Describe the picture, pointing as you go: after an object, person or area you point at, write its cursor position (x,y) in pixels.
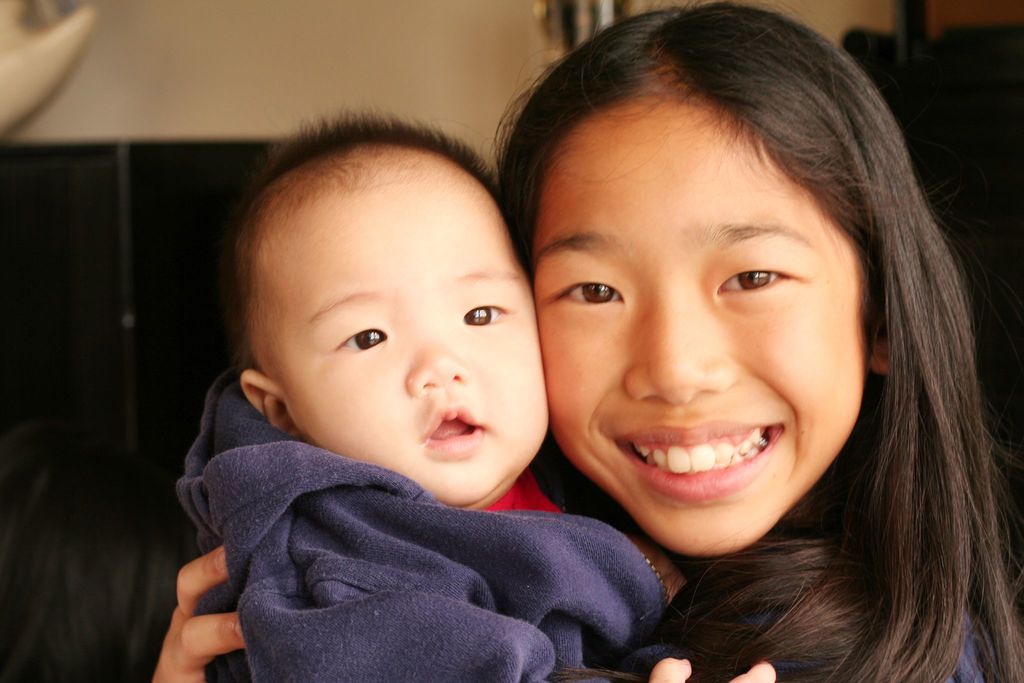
A girl (660,348) is holding the baby (524,572) in her hands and smiling.
